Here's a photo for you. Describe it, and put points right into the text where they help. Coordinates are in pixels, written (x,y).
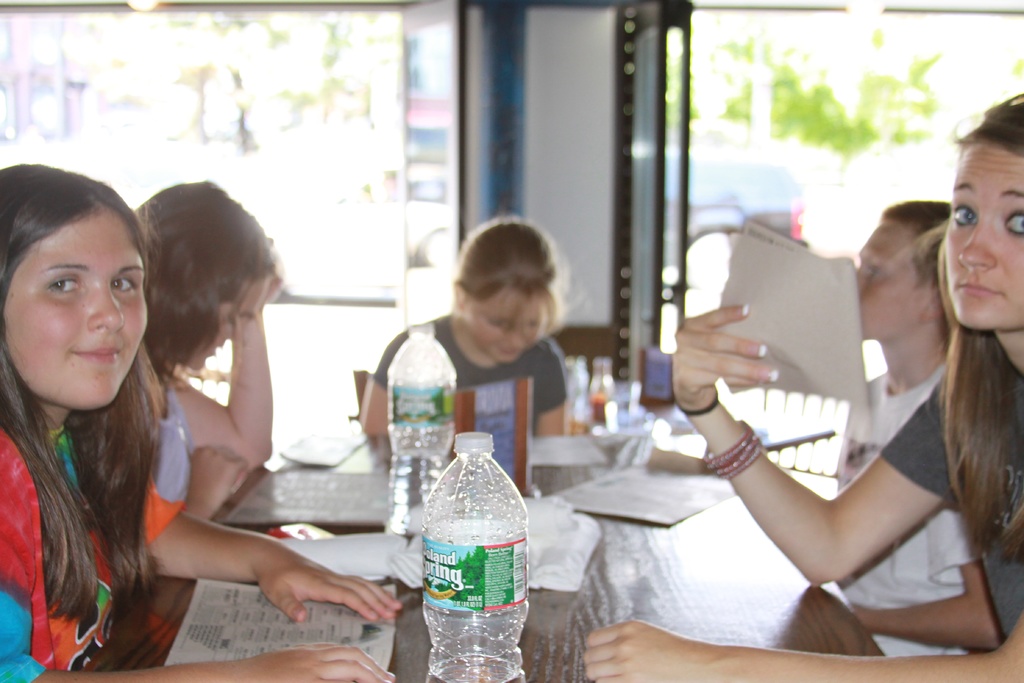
This picture shows a group of people (986,549) seated on the chairs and we see few papers (321,464) and books (477,430) and water bottles (428,460) on the table (637,552) and we see a woman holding a paper (862,404) in her hand (679,337).
